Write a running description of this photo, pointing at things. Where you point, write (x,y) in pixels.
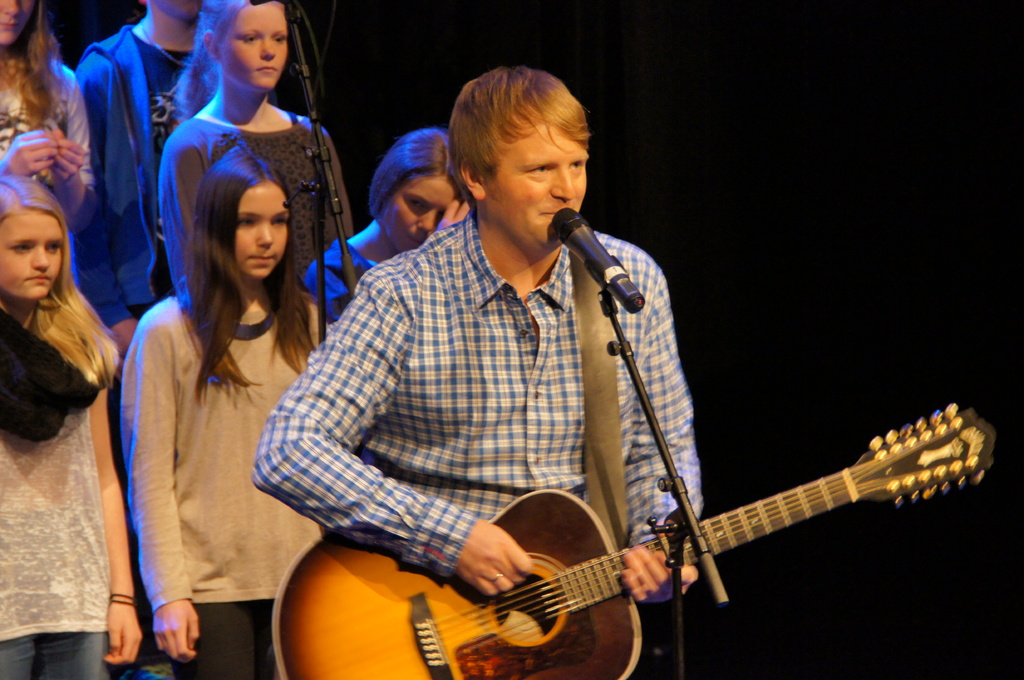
In this image I see a man (577,187) who is in front of a mic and he is holding a guitar (369,600). In the background (231,503) I see few girls (222,572).
